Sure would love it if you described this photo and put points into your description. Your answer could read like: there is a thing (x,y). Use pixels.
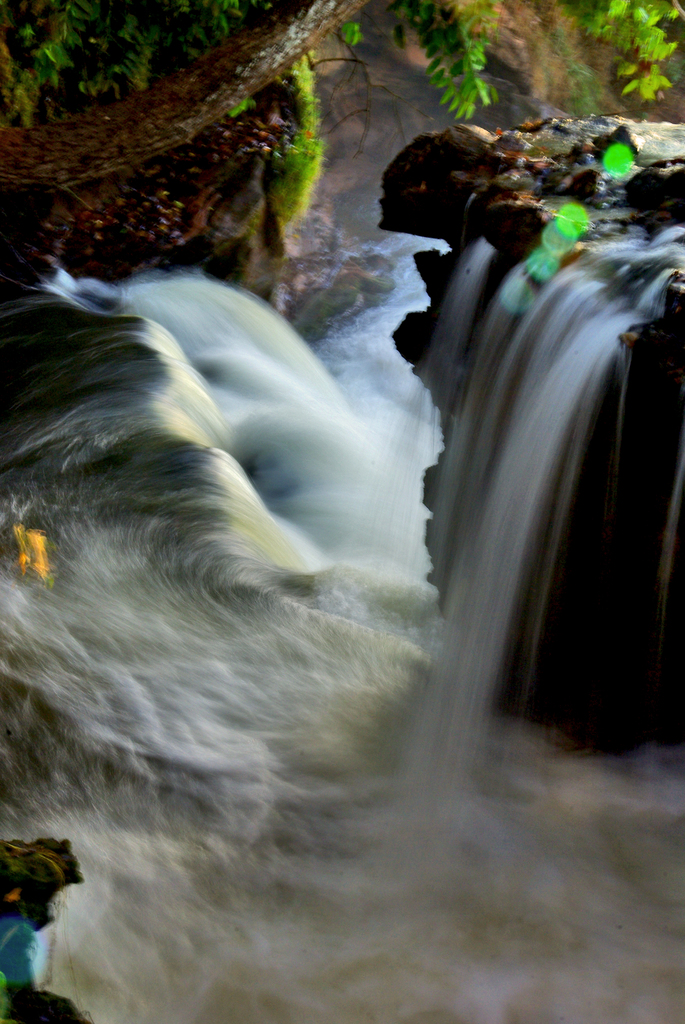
In this picture there is a waterfall (331,567). At the back (17,168) there is a tree (156,47). At the bottom (263,942) there is water (482,708).
